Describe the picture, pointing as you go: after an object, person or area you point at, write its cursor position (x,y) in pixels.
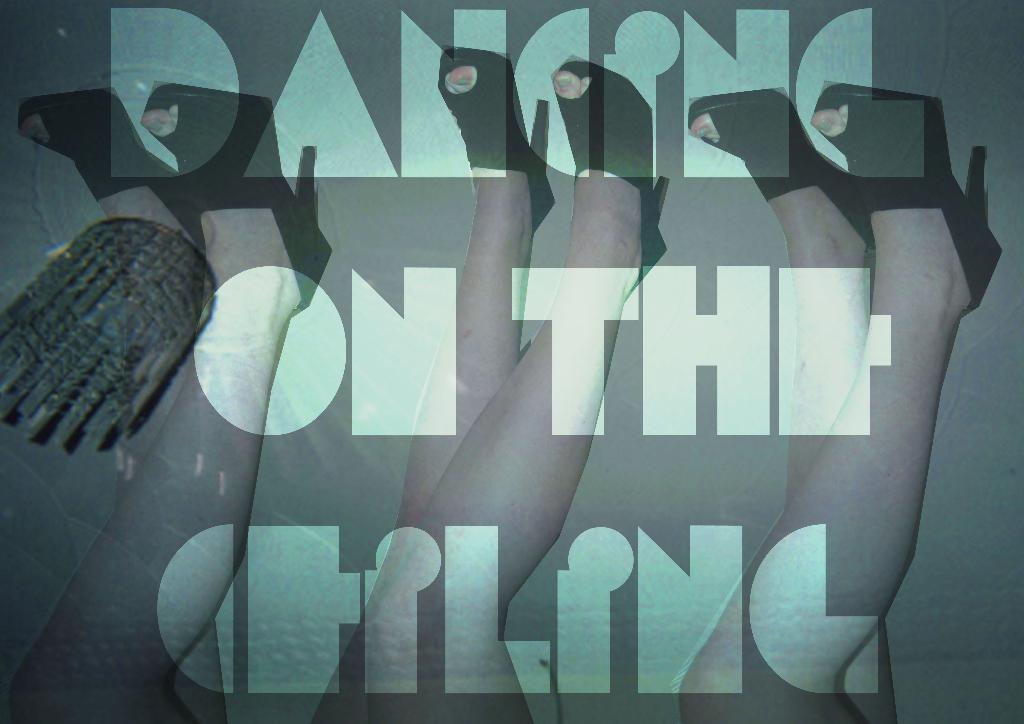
In the picture I can see the poster (496,166). On the poster (763,241) I can see the legs (226,500) of women (720,614) wearing the footwear (99,182) and there is a text (550,270).
